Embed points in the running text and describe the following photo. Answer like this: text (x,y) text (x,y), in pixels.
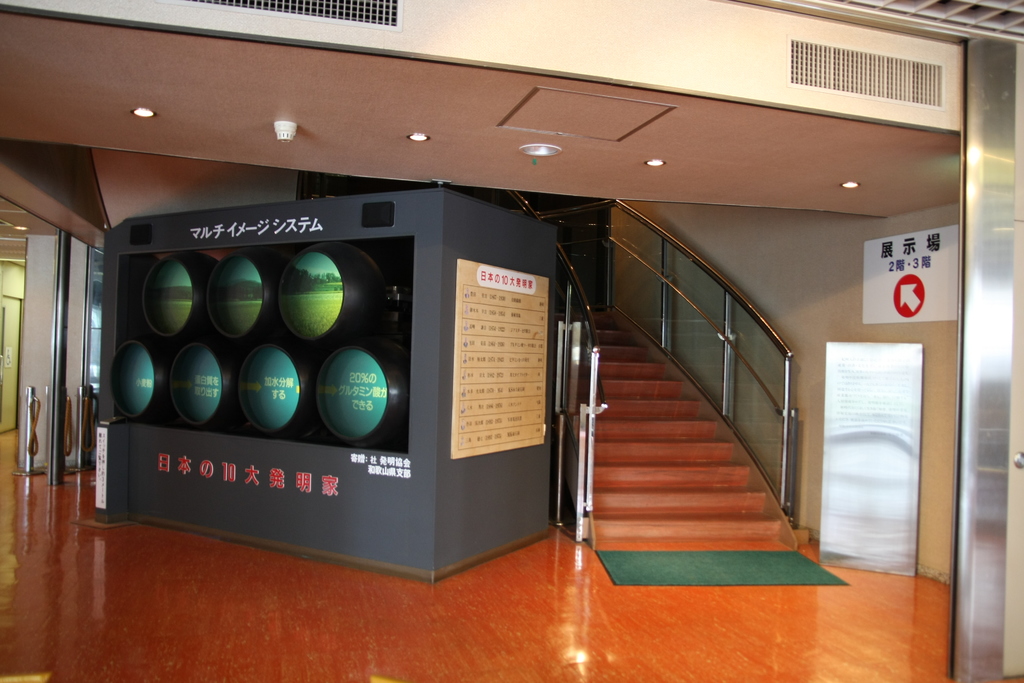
In the image I can see a place (303,431) in which there is a staircase (688,344), screen (364,285), mat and a board (887,462) to the wall (806,450).
